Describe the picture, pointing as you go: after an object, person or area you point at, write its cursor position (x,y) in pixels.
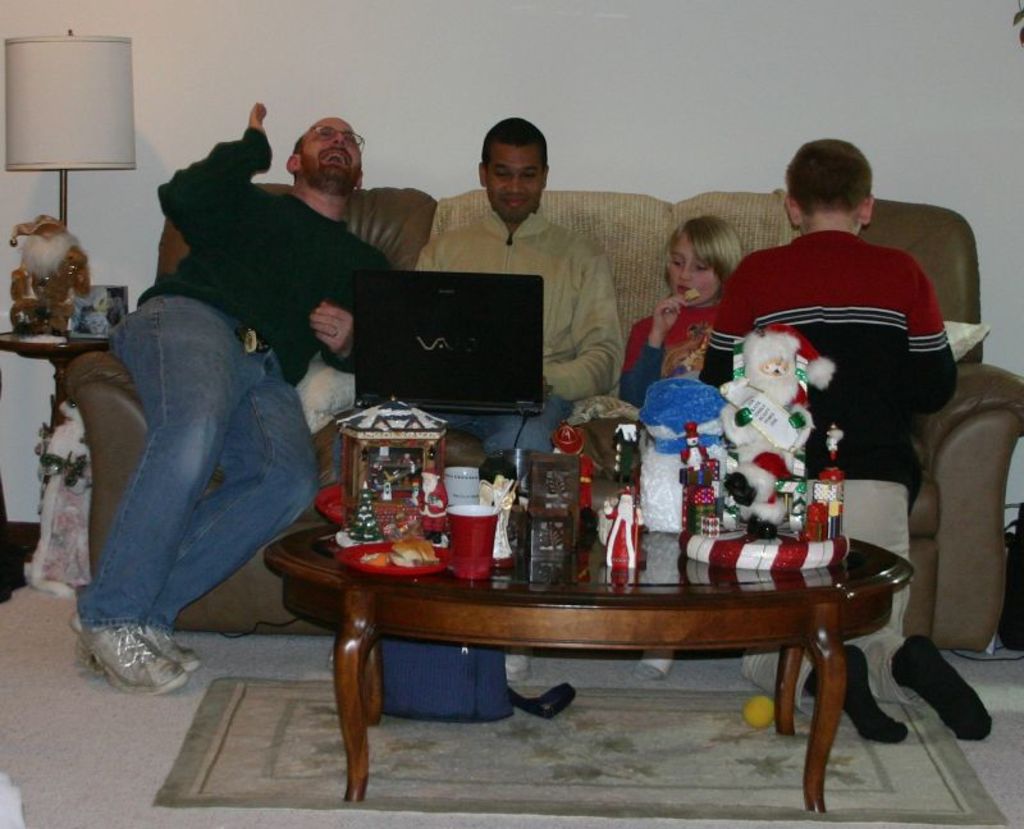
In this picture on the sofa (964,218) there are three people (343,267) sitting. The man (526,223) in the middle (568,353) is having a laptop (449,353) on his legs (516,416). And the man (859,271) with black and red t-shirt (812,285) is kneeling on the floor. There is a table (610,602) in front of them. On the table (716,588) there are toys (711,511), cups (466,552) and bottle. On the floor (14,718) there is a floor mat (481,767). And to the top left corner there is a table (44,345). On the table (67,334) there is a toy (58,271) and a lamp (53,160).
